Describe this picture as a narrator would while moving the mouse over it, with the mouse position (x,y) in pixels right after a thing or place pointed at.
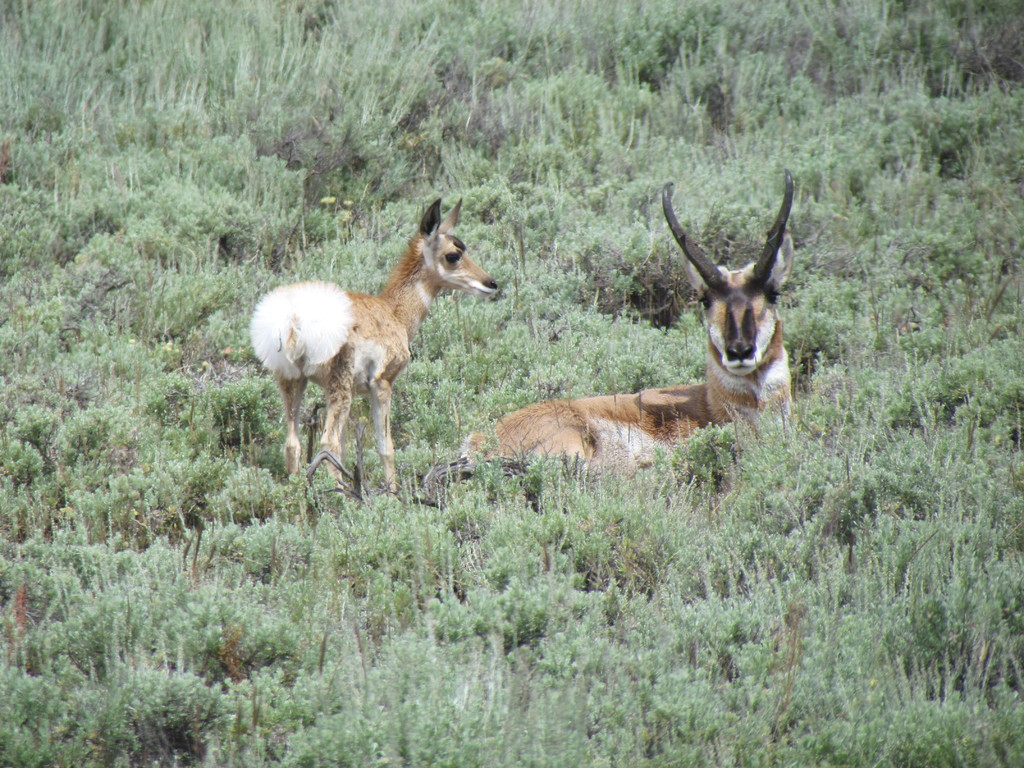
2 pronghorns (412,300) are present on the grass (397,178).
